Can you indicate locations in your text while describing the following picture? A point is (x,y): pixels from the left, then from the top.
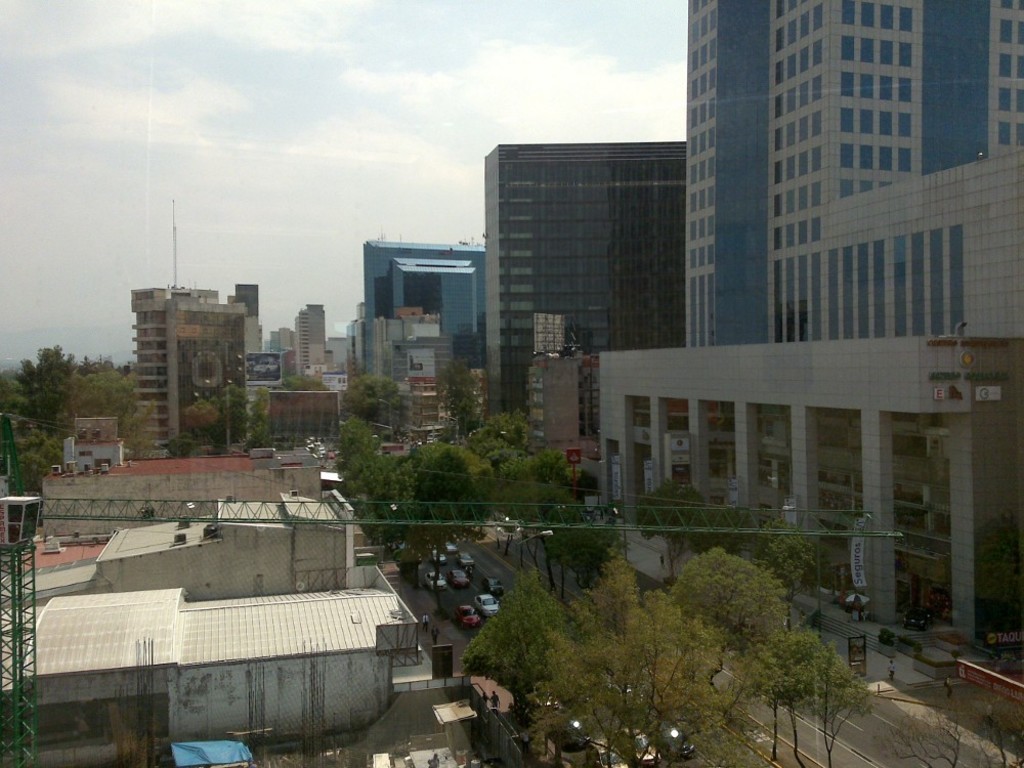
Here we can see buildings (271,600), poles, trees (584,579), vehicles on the road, hoardings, few persons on the road (470,640), windows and clouds (297,126) in the sky (58,239).
